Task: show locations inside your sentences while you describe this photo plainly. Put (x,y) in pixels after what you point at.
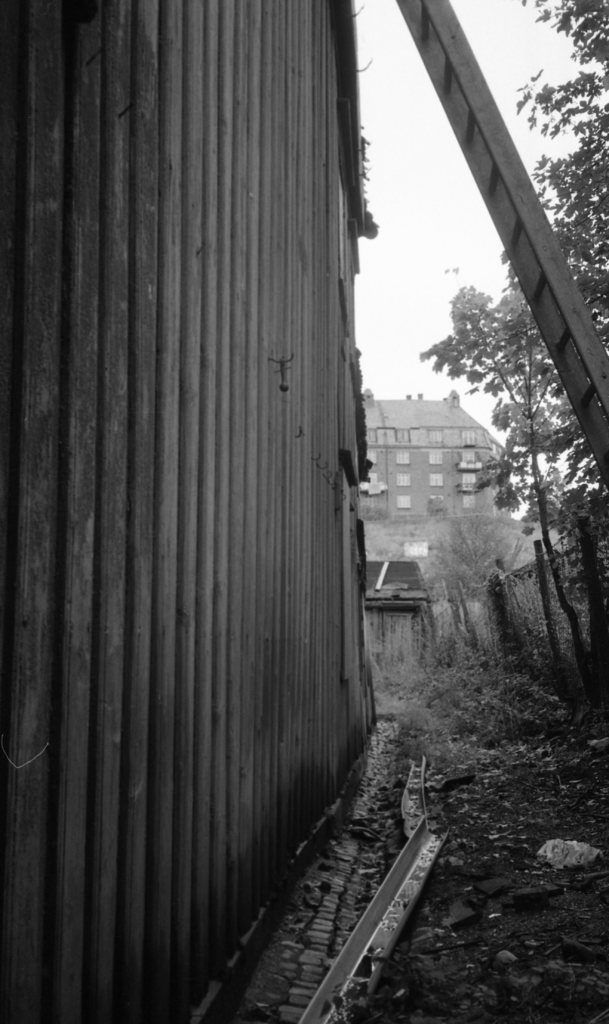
A black and white picture. Here we can see a wall (313,493), trees (606,178) and ladder (457,102). Far there is a building (428,477) with windows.
